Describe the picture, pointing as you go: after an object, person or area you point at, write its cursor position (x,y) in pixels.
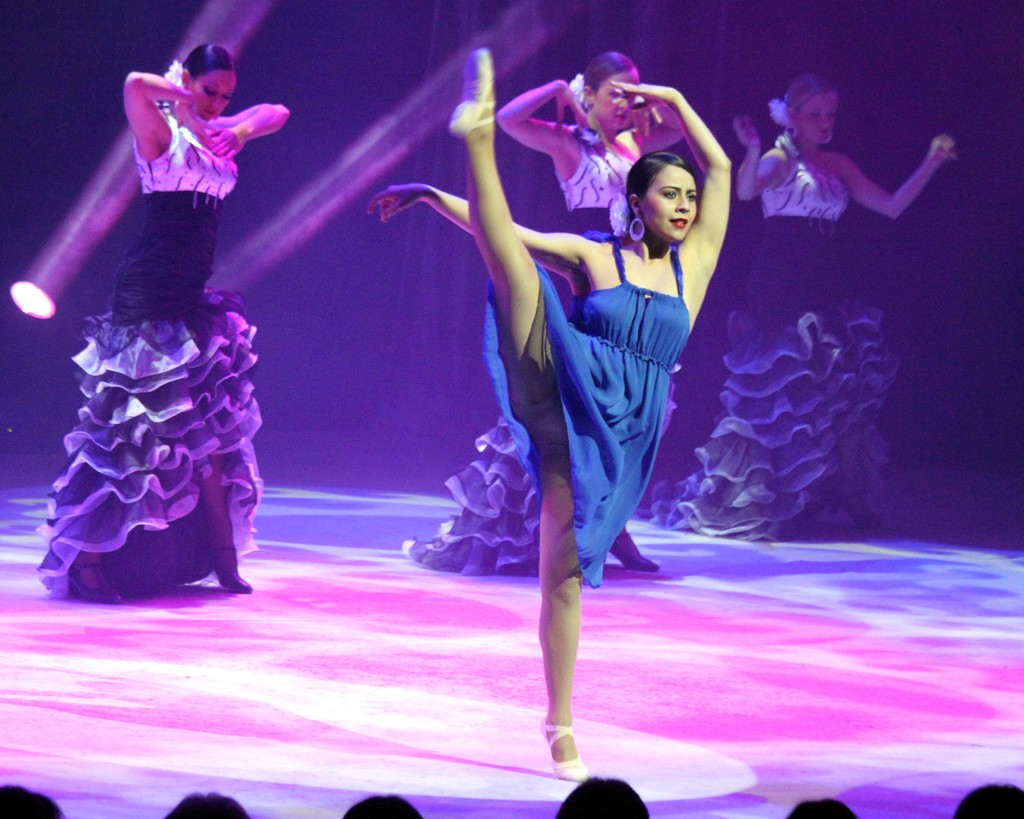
In this image, I can see four women (727,410) dancing. On the left side of the image (41,293), It looks like a focus light (27,298). These are the light rays (226,41).
